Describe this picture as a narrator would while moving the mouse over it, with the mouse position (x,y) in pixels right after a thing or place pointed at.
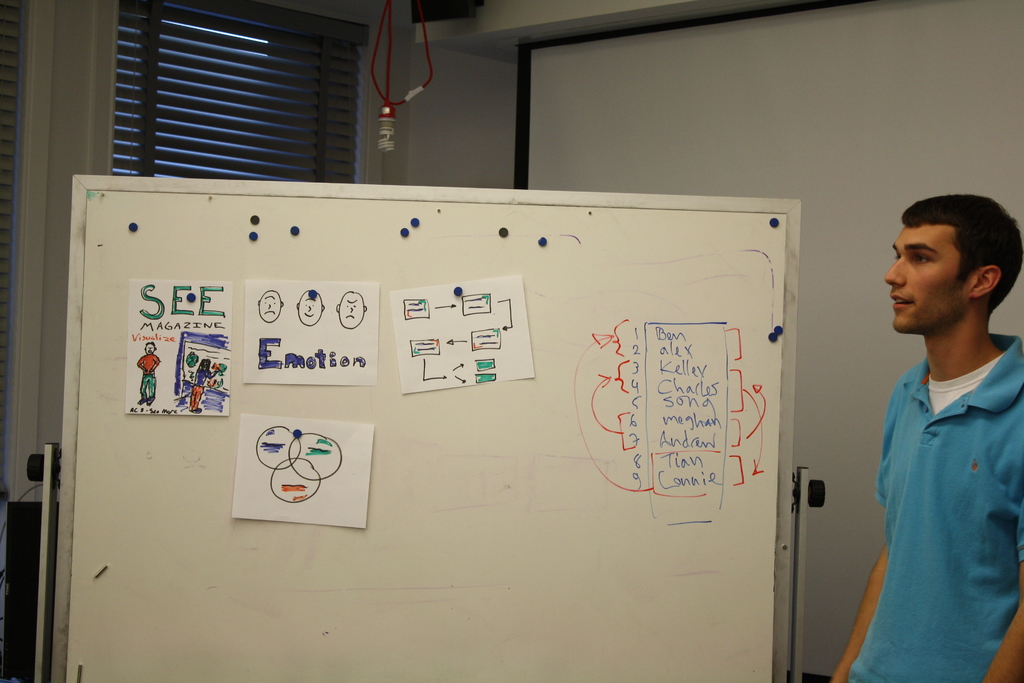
In this image we can see papers (354,437) attached on the board (452,261). There is a man (950,530) on the right side of the image (964,548). He is wearing a blue color T-shirt (967,537). In the background (713,126), we can see a screen (536,71), window (294,101) and wall (454,173). At the top of the image (378,41), we can see wires (391,41) and a light (393,128).
